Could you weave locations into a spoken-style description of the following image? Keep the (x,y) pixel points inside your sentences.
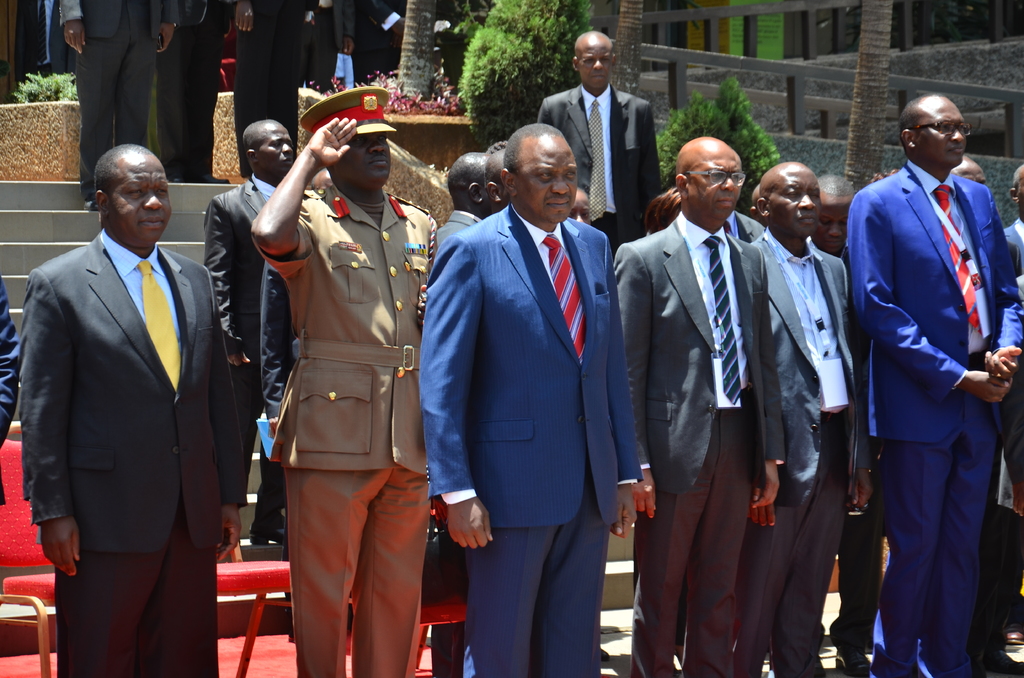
In front of the image there are few men (421,306) standing. There is a man (363,302) with a uniform (359,388) and a cap (367,121) on his head (365,154). Behind them there are chairs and also there are few people (472,220) standing on the steps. In the background (625,28) there are railings (1000,88), trees (421,12), potted plants (497,32) and some other things (758,18).
